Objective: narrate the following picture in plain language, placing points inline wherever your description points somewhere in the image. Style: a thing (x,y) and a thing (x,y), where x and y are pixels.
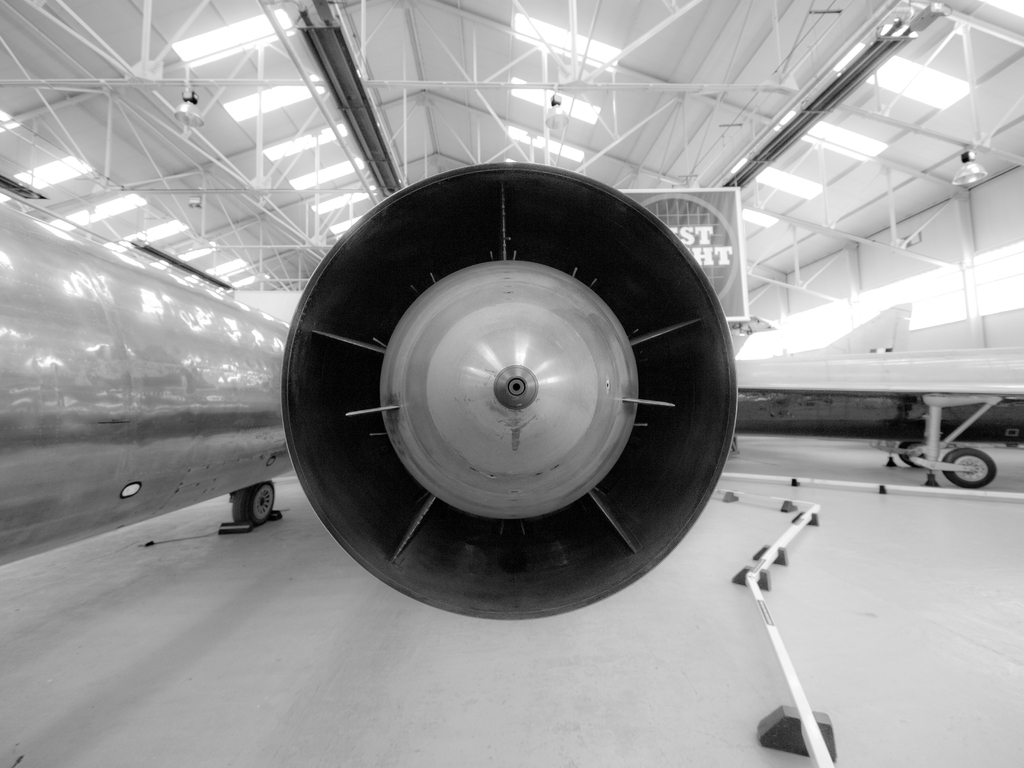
This is a black and white image. In the center of the image (664,471) there is a aeroplane (586,470). At the top of the image (13,148) there is ceiling (114,86) with rods (427,80). At the bottom of the image (398,670) there is floor (305,686).
